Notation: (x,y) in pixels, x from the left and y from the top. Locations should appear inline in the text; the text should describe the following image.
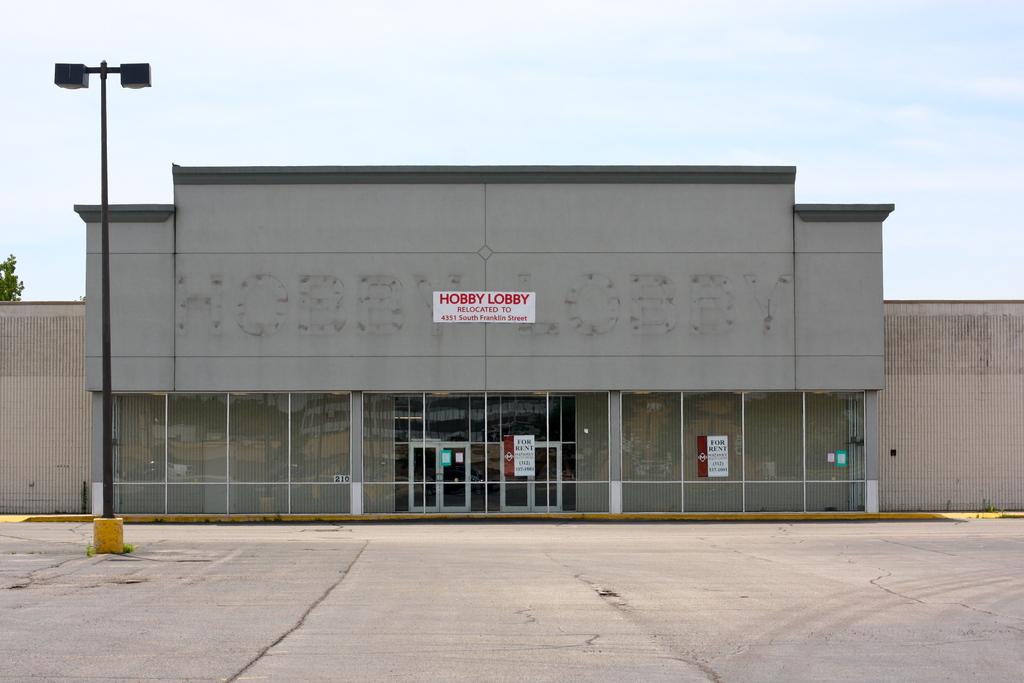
In this image, we can see a building (342,400) and a pole (106,515). At the bottom (539,630), there is road (714,622).
